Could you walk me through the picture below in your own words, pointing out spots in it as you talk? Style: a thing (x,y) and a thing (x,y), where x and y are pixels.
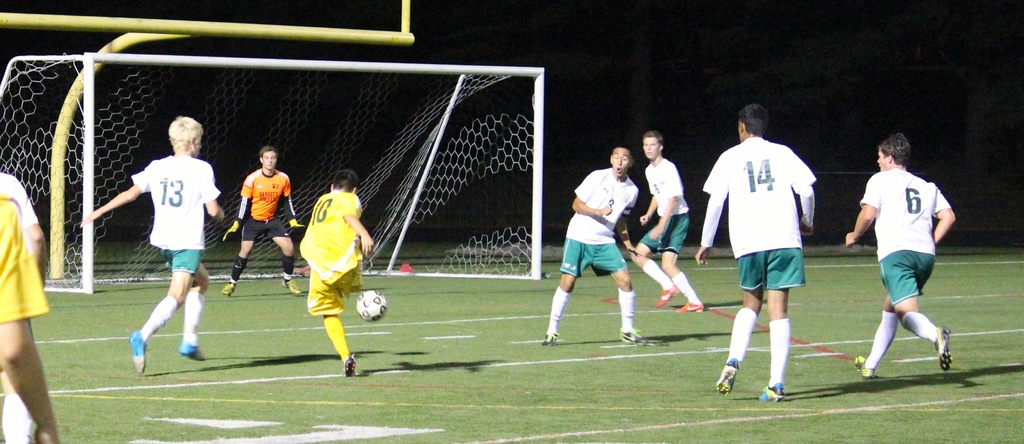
In the image we can see few players (777,202). In the center (354,235) we can see he is wearing yellow shirt (334,231), we can see ball (375,306) and we can see orange shirt guy (264,196). we can see the net (58,114) and green ground (488,366).
